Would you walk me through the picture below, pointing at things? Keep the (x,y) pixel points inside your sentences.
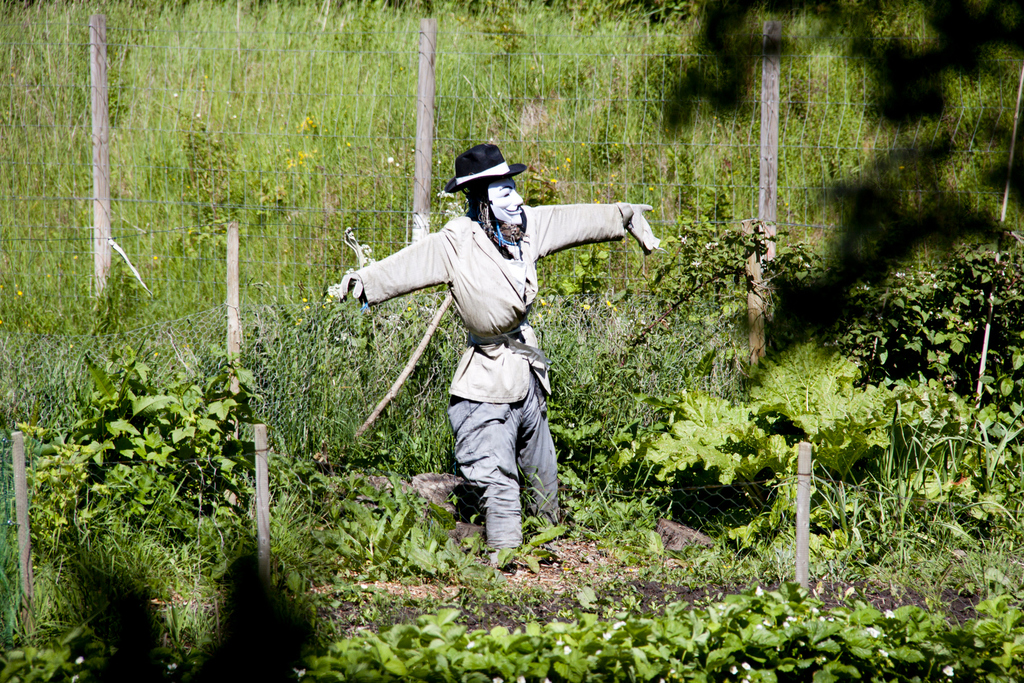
At the bottom (574,498) we can see plants (368,435) on the ground (402,585) and there is a toy (550,232) and hat (472,176) on its head (481,206). In the background (215,92) we can see fence (406,130), poles (418,133) and plants (523,17).
